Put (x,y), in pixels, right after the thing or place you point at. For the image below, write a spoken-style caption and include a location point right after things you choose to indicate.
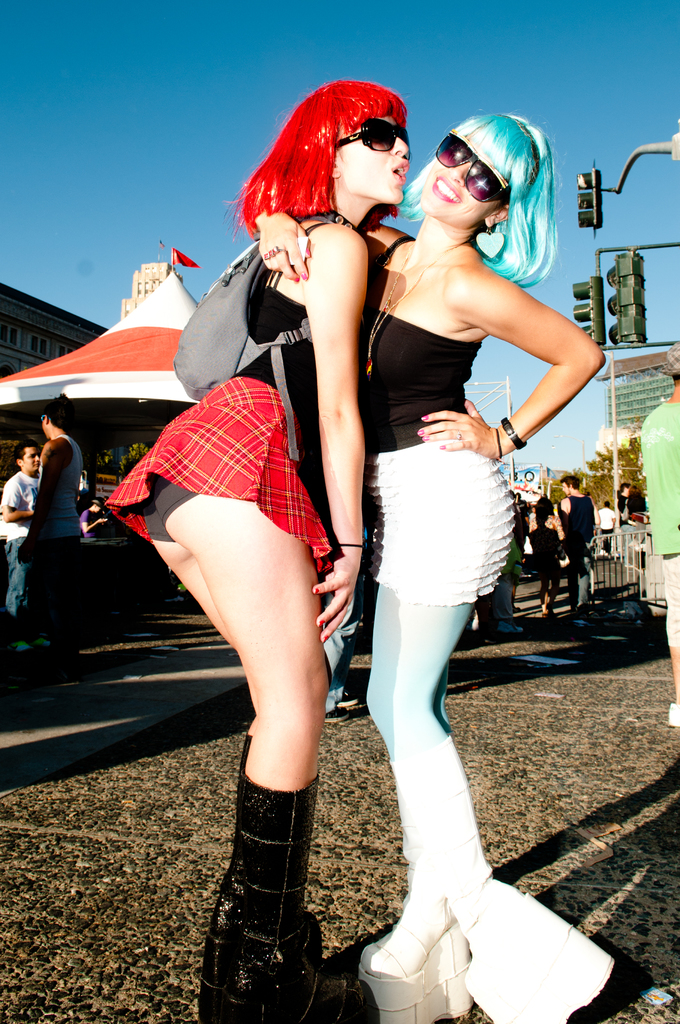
This picture is clicked outside. In the center (251,492) we can see the two women (364,167) wearing black color t-shirts (389,326), goggles (483,173) and standing on the ground (382,893). On the right (641,270) we can see the traffic lights (616,265) attached to the pole (613,345) and we can see the group of persons (675,629). In the background (118,86) there is a sky (59,66), tent (168,353), buildings (17,340) and some other items (638,464).
